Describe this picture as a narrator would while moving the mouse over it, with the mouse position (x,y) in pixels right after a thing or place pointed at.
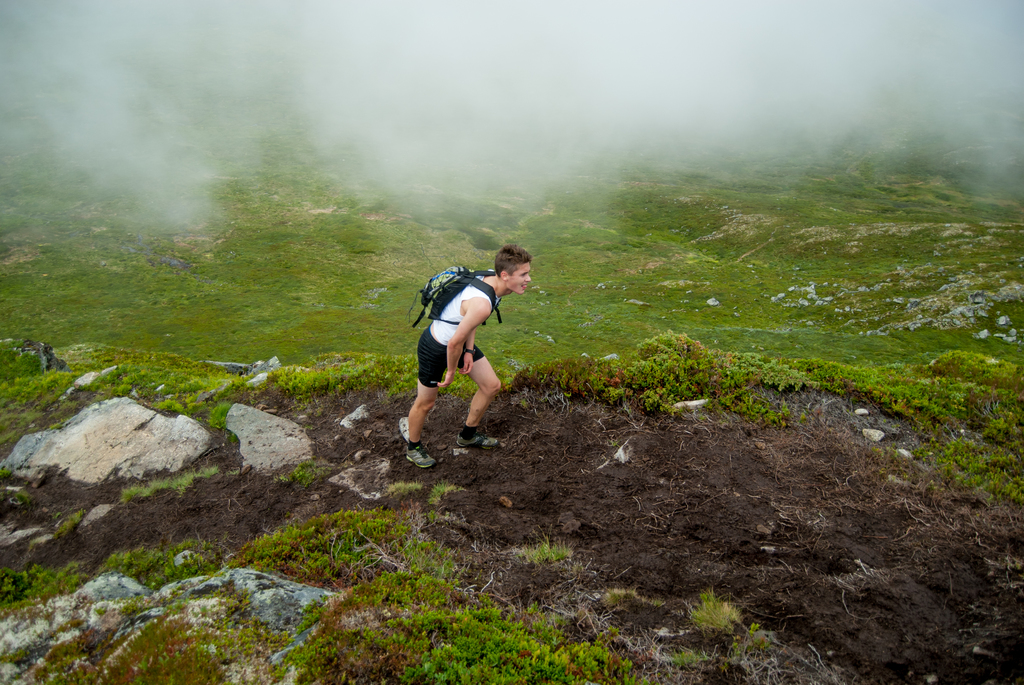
In the image a man (418,399) is climbing the mountain (359,431), the land (228,475) is covered with a lot of grass (381,309) around the man (450,323), he is wearing a backpack (453,285) and the climate is covered with fog (385,166).
